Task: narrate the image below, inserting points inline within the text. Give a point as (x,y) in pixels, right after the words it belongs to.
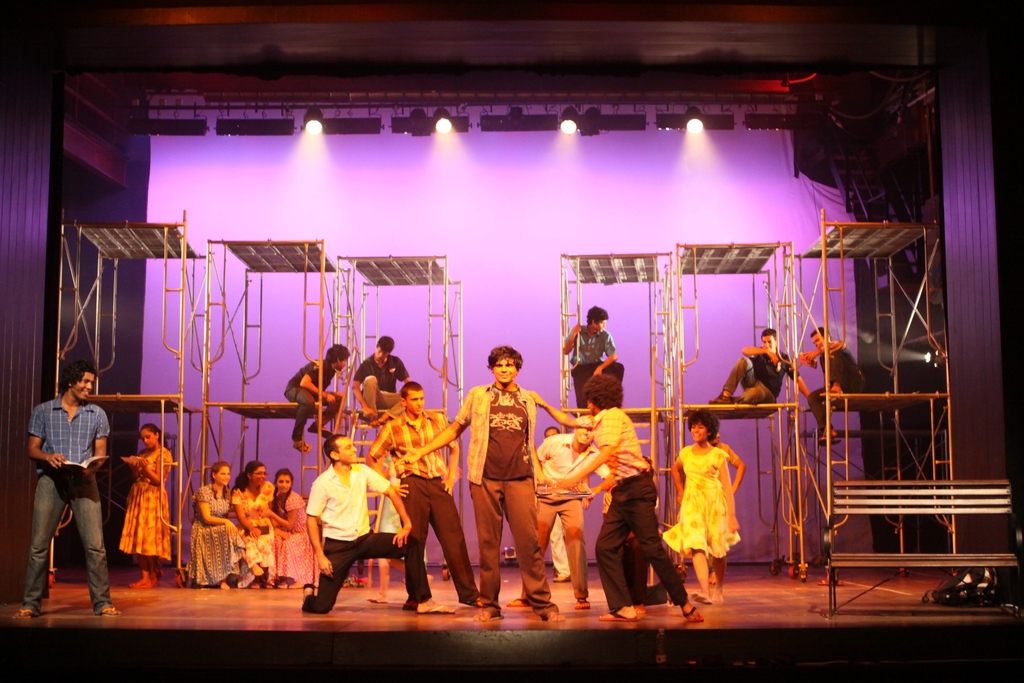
In the image there are a group of people (501,407) standing on the stage (602,604) in the foreground (541,580) and behind them there are few other people (305,411), there are big scaffolds (841,400) and in the background (172,100) there is a screen (744,170), above the screen (295,146) there are lights (439,112).
